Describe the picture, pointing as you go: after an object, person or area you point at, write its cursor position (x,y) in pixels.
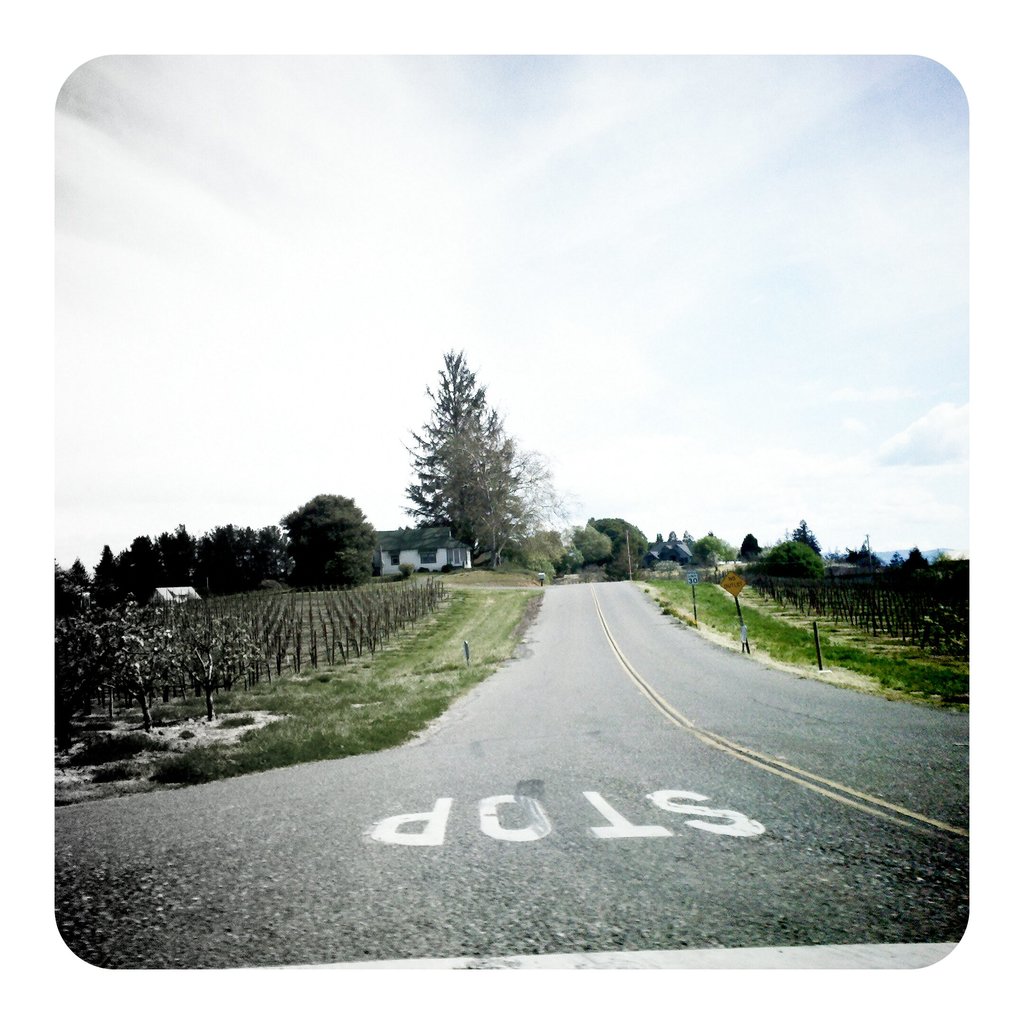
In this image at the bottom (594,808) there is a road (685,655) and on the right side (870,596) and left side (205,674) trees (146,705) and some boards (724,588). In the background (468,542) there are some houses (687,563) and trees (347,541), on the top of the image (487,226) there is sky (544,381).
